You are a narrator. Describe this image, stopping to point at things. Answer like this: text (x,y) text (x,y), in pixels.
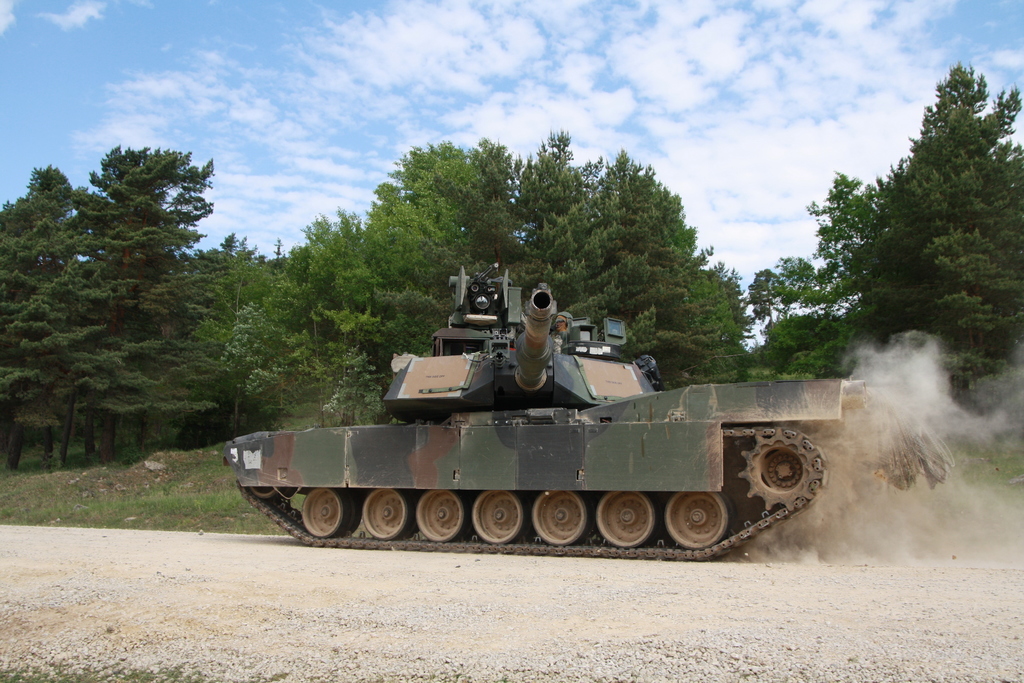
In this image we can see a vehicle (528,328) on the road (426,655), there are some trees (355,247) and grass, in the background (158,22) we can see the sky (601,11).
